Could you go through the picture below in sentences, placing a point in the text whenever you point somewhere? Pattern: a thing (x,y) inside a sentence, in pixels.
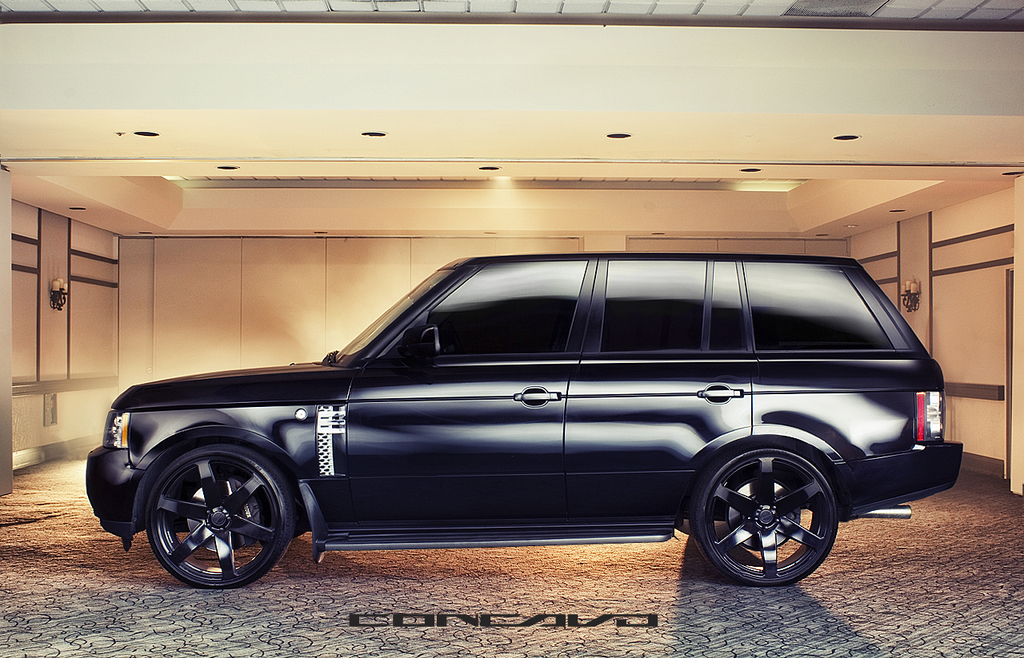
In this picture I can see a car (488,440) in the middle (533,434), at the bottom (650,629) there is the text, at the top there are ceiling lights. It is an edited image.
